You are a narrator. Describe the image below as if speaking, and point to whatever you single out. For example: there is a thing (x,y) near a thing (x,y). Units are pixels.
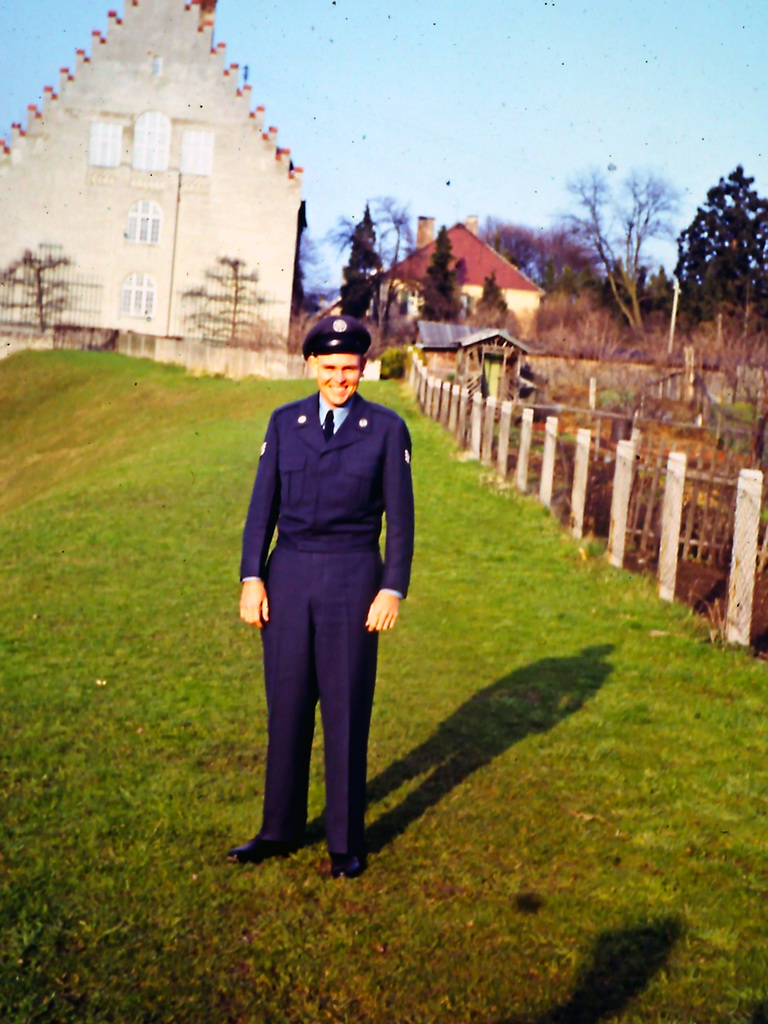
In this picture I can see there is a man (315,551) standing, he is wearing a uniform (319,596) and smiling. There is grass (435,585) on the floor (493,576). There is a wooden fence (513,437) at right side (554,402), there are few plants (486,295), trees (486,295) and a building (152,174) in the backdrop (229,179). The sky (564,113) is clear.
